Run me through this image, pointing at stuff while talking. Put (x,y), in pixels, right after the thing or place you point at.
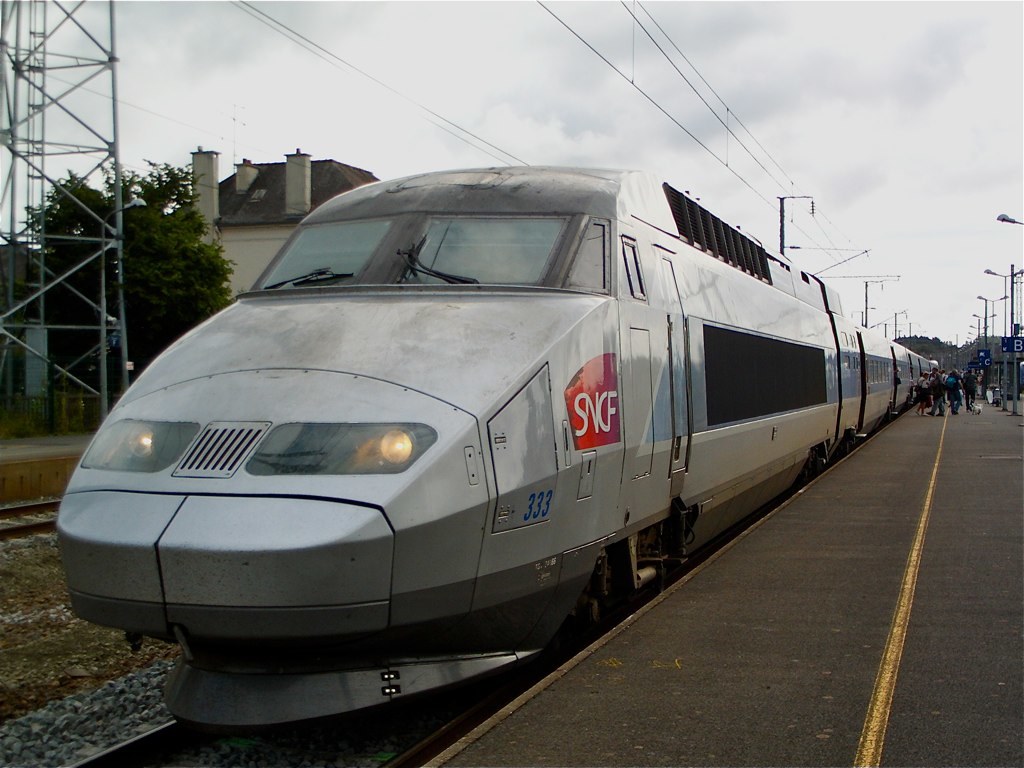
In this image there is a platform (972,456). light poles (987,336), boards (1012,343), tree (206,261), train tracks (302,762), people (944,392), train (784,417), cloudy sky (825,98), buildings (307,158), rods (94,66) and objects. Something is written on the train (598,407).
